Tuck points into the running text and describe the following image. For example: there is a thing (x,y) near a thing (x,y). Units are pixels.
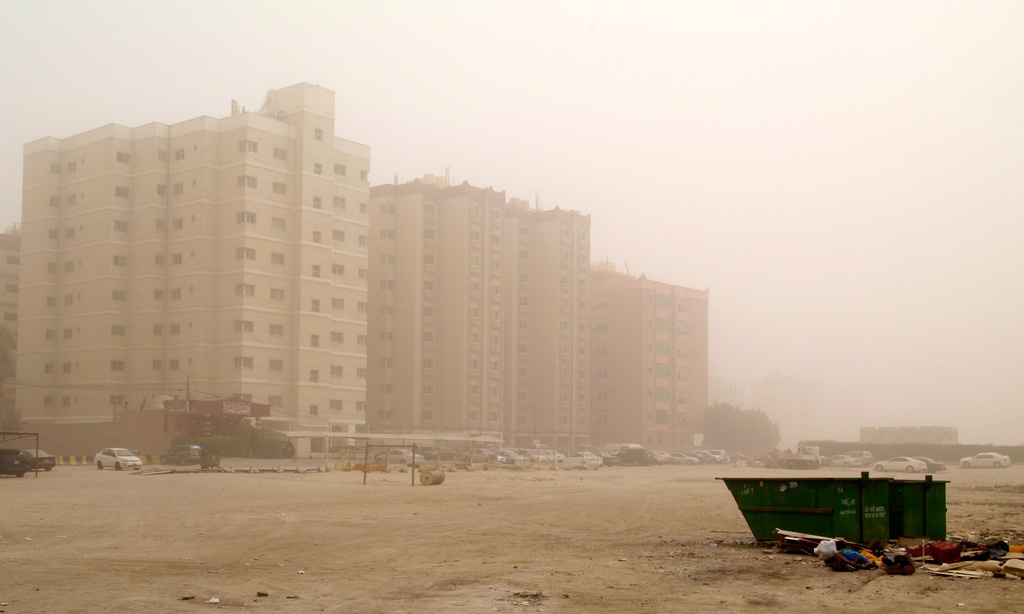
This image is clicked on the roads (369,532). At the bottom (480,547), there is a ground (646,556). On the right (898,537), there are dustbins (874,511). In the background (407,318), we can see the buildings (572,340) along with the vehicles (389,461) and trees (722,431). At the top (734,57), there is sky (492,144). And it looks like there is dust (237,68) all over the image.
